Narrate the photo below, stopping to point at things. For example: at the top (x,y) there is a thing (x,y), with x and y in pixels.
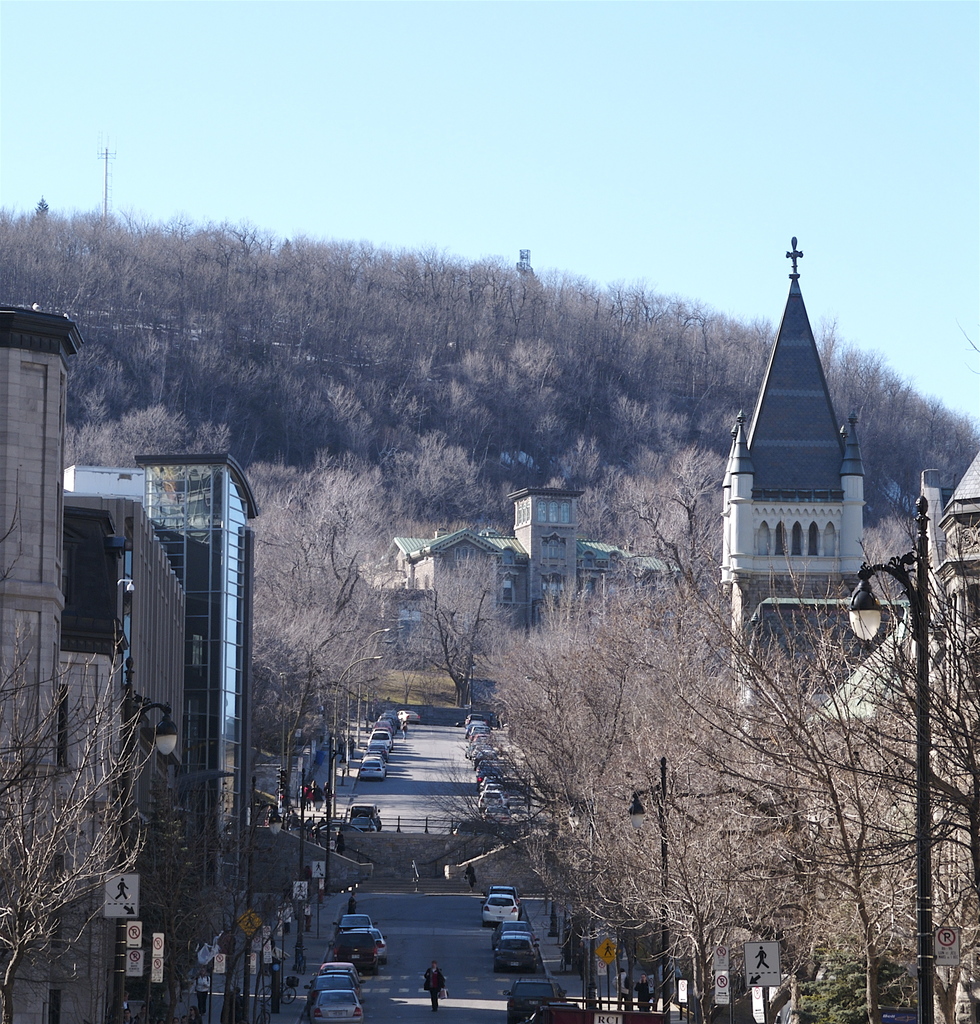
In this image I can see buildings (150,669), trees (281,694), cars (368,966) and people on the road (437,927). In the background (471,141) I can see the sky (610,100). Here I can see street lights (901,578) and sign boards (756,967).
